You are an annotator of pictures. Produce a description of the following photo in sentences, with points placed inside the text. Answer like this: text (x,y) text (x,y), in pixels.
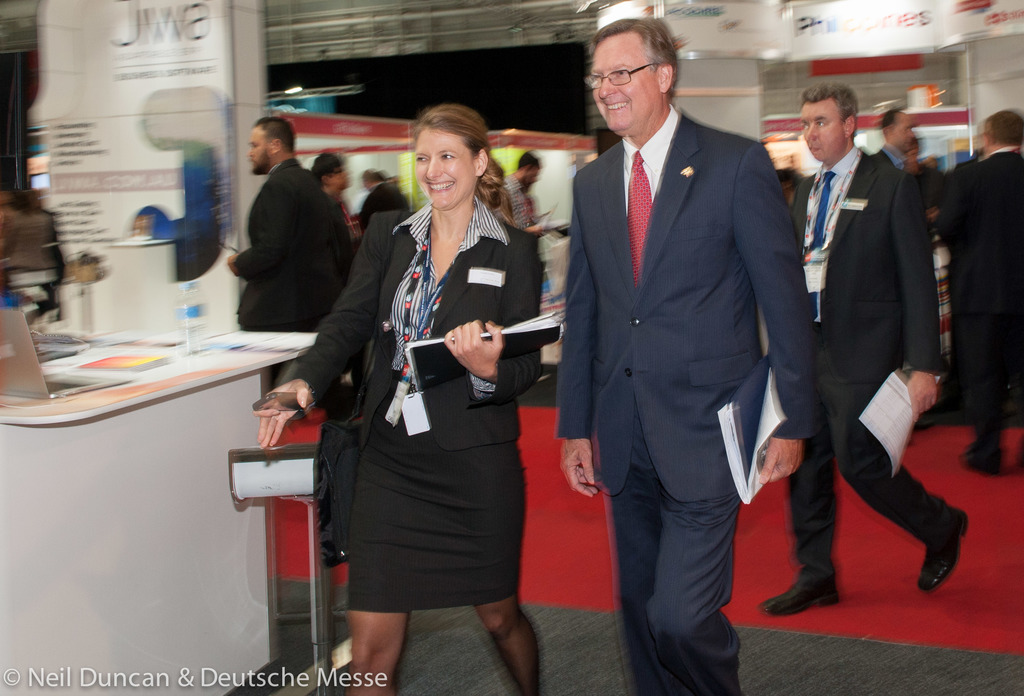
In the foreground of the image (605,491) there is a person (686,478) wearing a suit (687,332). Beside him there is a lady (435,138) holding papers (419,345) in her hands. In the background of the image (1007,224) there are people (845,182). There are stalls (961,125). There are banners (860,18) with some text (847,33). To the left side of the image (36,620) there is a table (153,347) with a laptop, books (143,361), water bottle (190,330). At the bottom of the image (301,666) there is some text (345,673) and carpet (800,657).
